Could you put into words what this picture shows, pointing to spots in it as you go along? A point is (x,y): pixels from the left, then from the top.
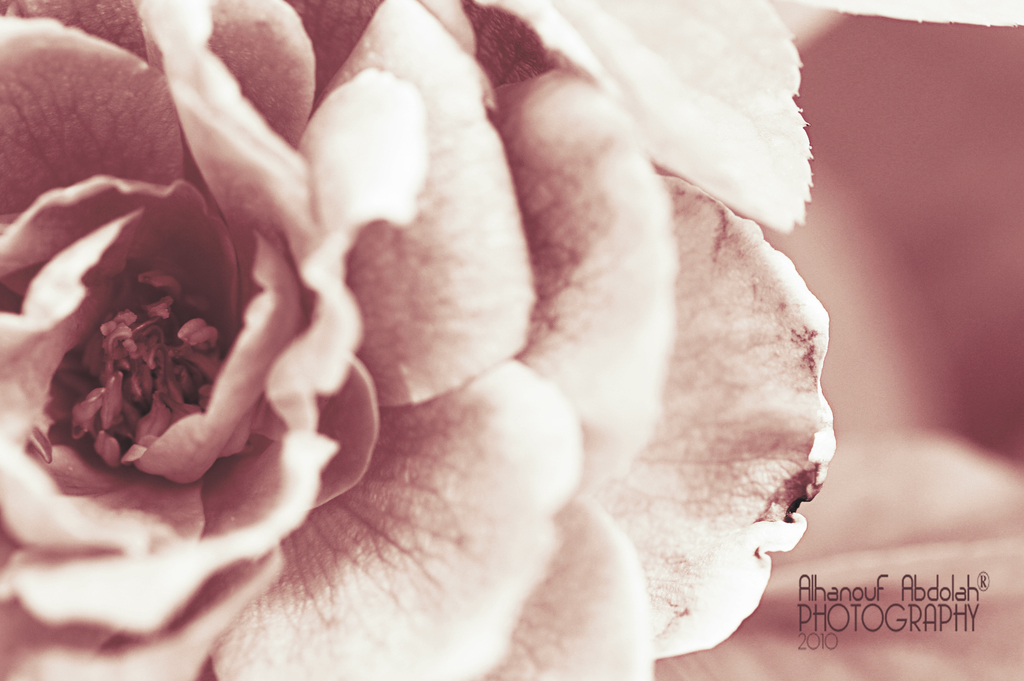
In this image I can see the flower (145,160) in peach and cream color and I can see something written on the image.
